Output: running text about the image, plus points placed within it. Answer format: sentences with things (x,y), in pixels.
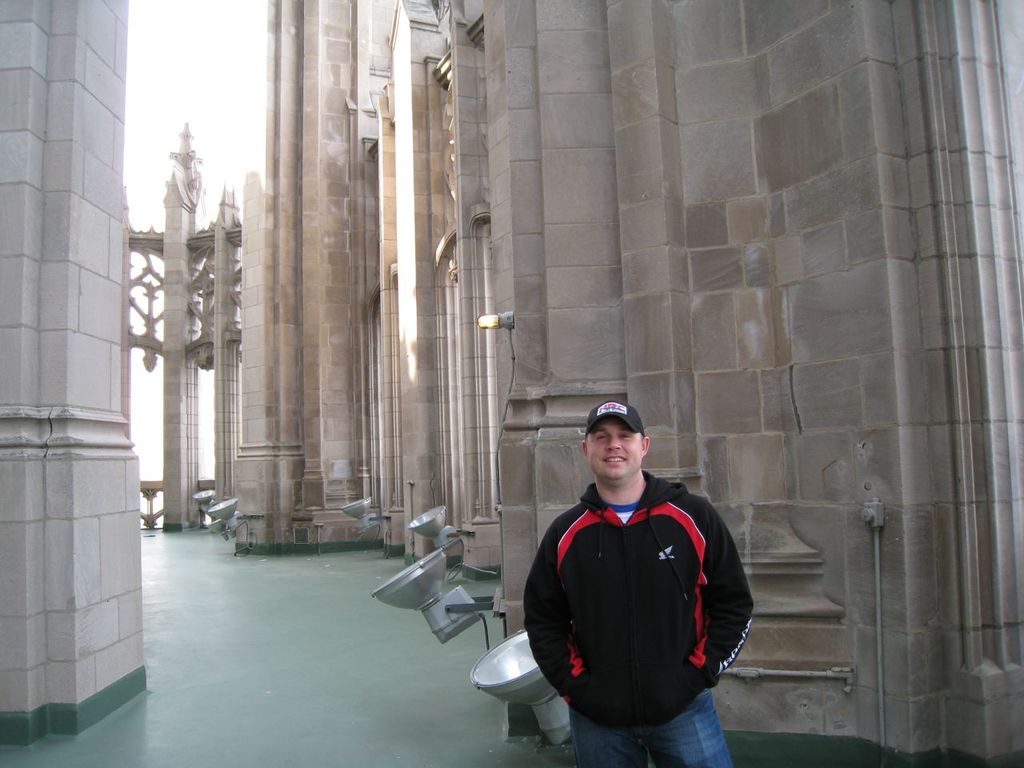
In this image, we can see a person (672,646) standing and wearing a cap (608,422) and a coat (607,525). In the background (505,699), there are lights (500,665) and we can see a building (123,482). At the bottom (313,677), there is floor (339,652).
